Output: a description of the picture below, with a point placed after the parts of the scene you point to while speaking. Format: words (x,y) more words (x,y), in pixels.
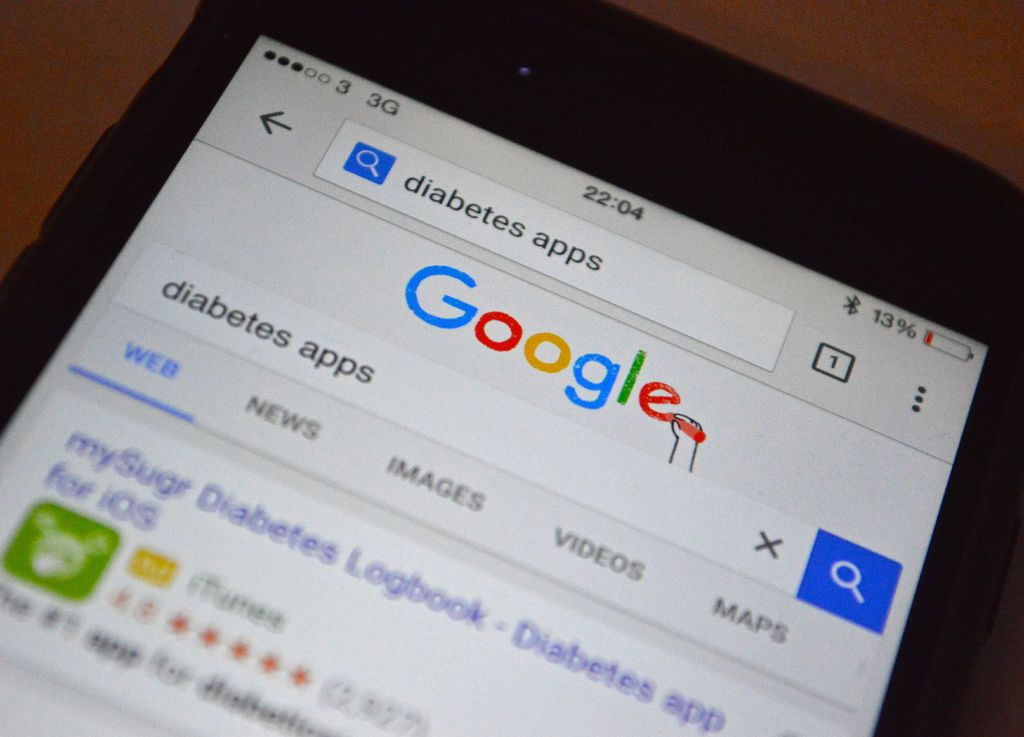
In this image we can see a display screen (213,184).
